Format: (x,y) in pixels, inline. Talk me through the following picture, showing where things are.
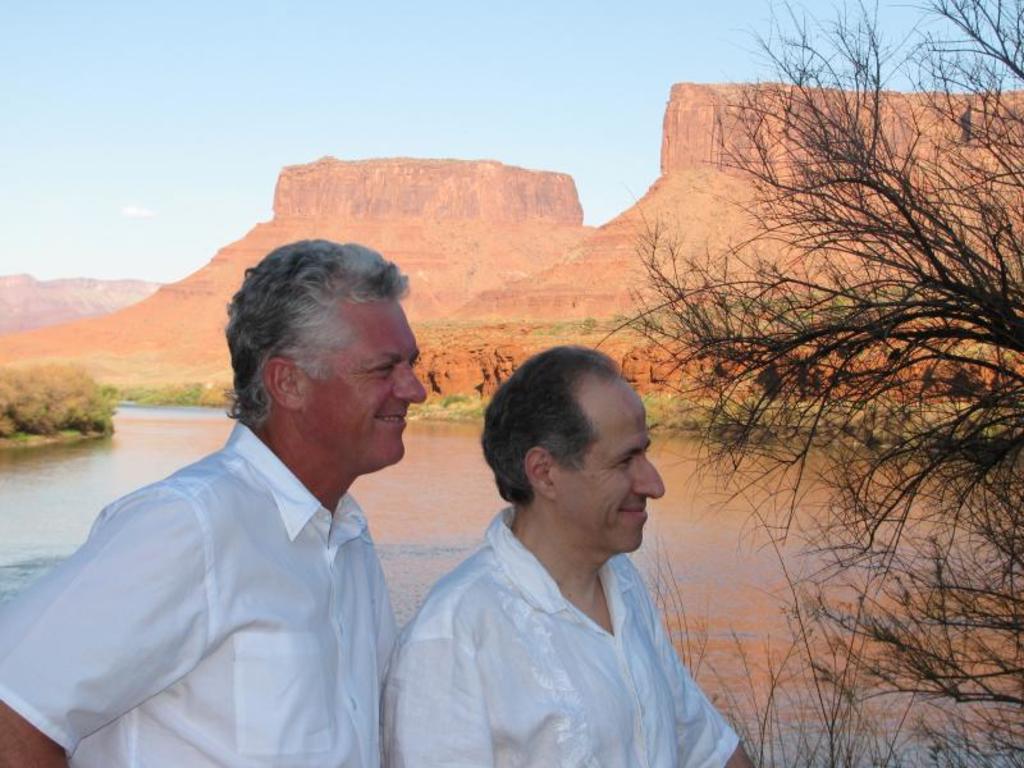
In this image, we can see people (248,672) and in the background (463,203), there are trees (797,427) and we can see hills (306,222) and there is water (706,609).
